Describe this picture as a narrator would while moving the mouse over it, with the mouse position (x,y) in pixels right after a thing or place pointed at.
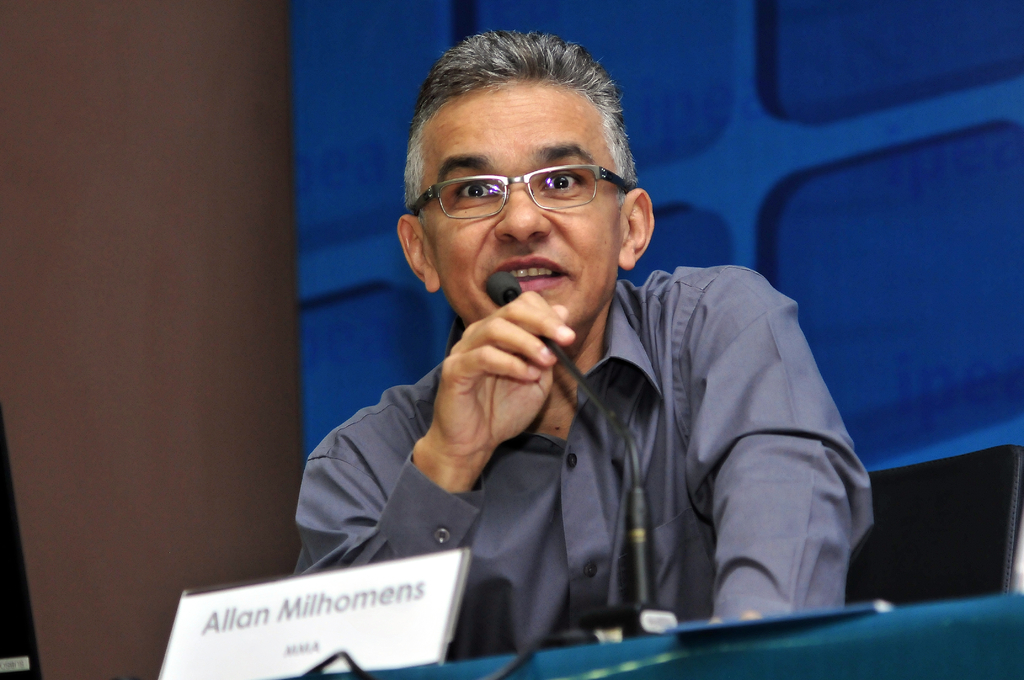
In this image we can see a person (578,346) wearing spectacles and sitting at the table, on the table (397,678), we can see a name board (297,654) and a mic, in the background (834,214) it looks like the wall (836,233).
